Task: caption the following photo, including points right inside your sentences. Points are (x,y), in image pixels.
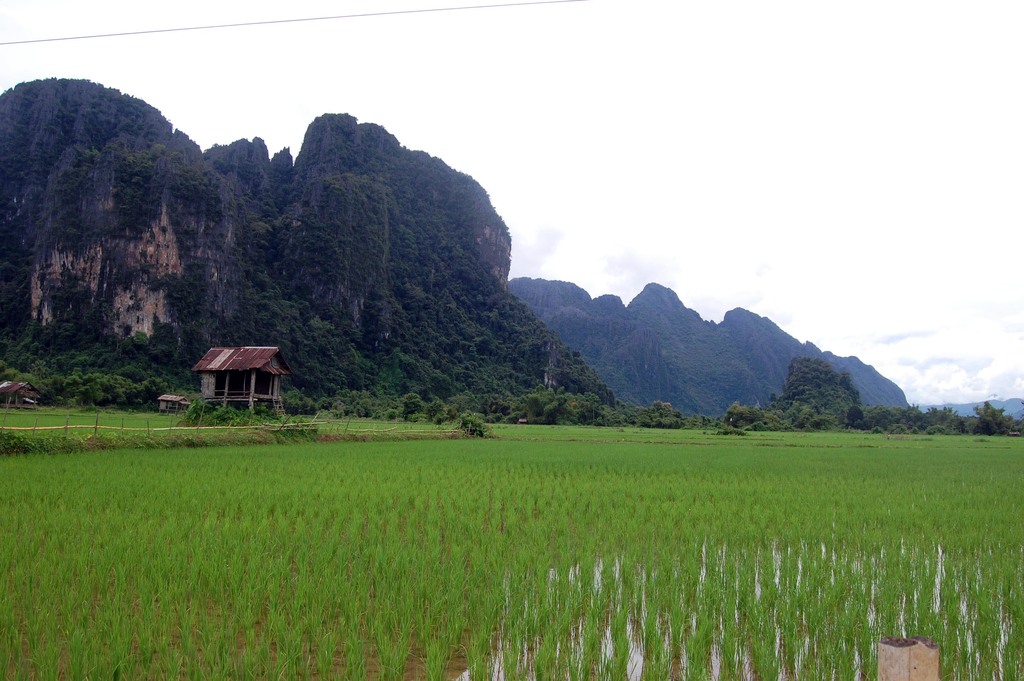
In this image there are a few small houses (173,410), agricultural field (498,484), trees (748,420), a fence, mountains (653,354) covered with trees (361,225) and some clouds (948,382) in the sky (974,347).
